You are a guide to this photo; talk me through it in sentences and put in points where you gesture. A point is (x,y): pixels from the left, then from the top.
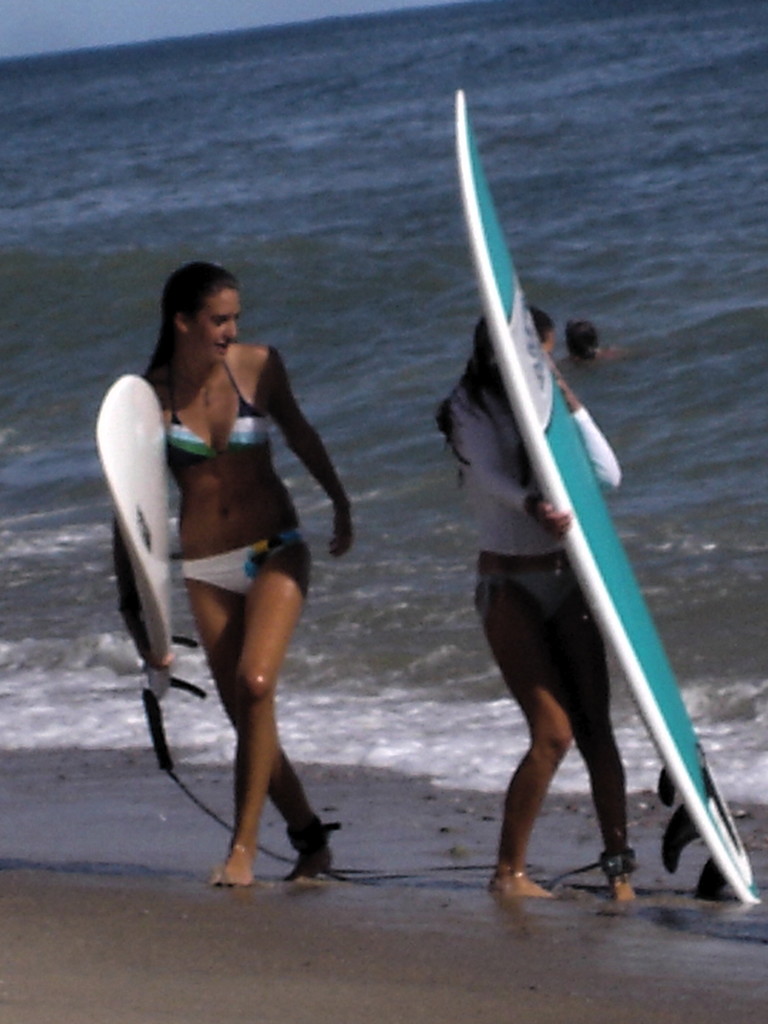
There are two persons (235,520) holding a surfing board (520,371) with their hands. And this is sea (355,287).
